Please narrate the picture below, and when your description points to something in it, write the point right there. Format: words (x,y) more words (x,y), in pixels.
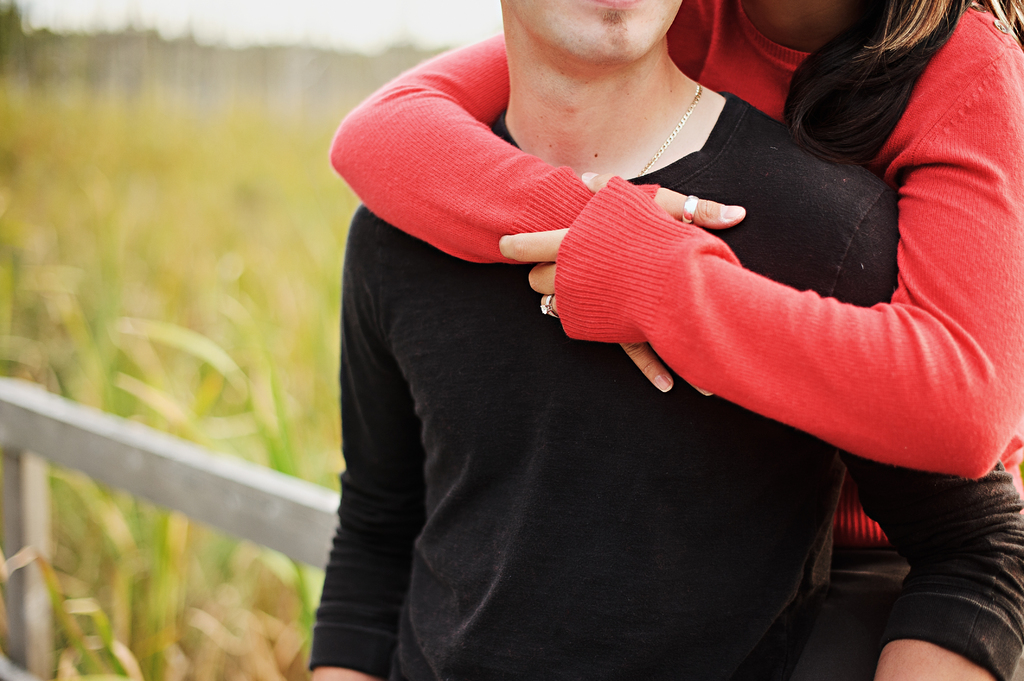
In this picture there is a man (558,412) who is wearing a locket (670,130) and black t-shirt (582,504). At the back (900,67) there is a woman (937,126) who is wearing red t-shirt (921,225) and short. Both of them are standing near to the wooden fencing (284,542). On the left (178,329) we can see the farmland (183,296). At the top (390,27) there is a sky (345,18).
